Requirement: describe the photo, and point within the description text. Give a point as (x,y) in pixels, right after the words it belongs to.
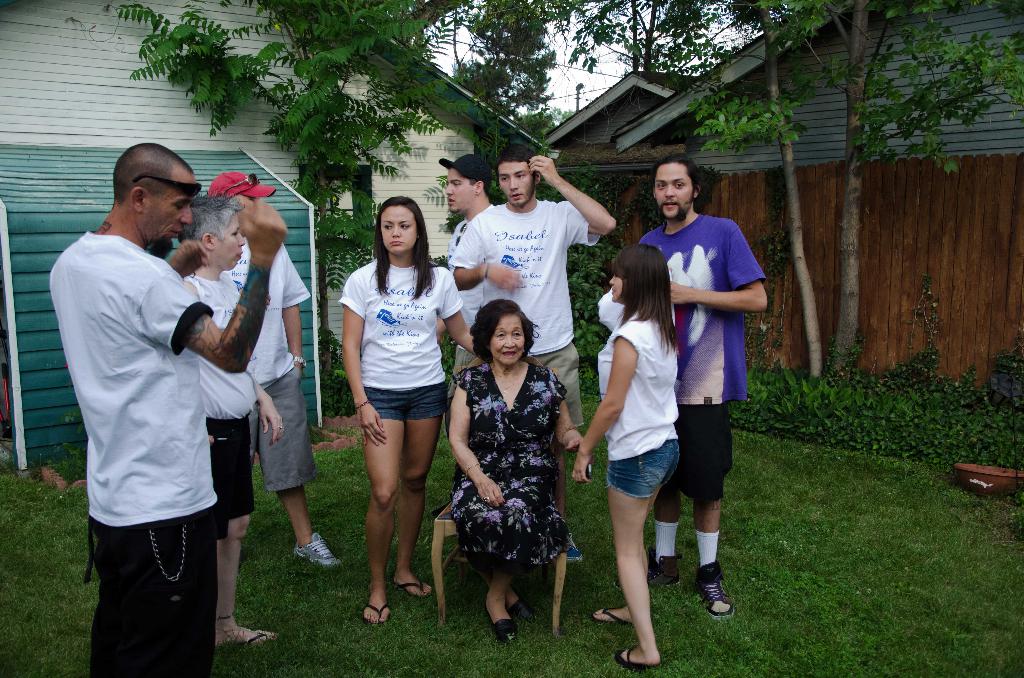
In this image I can see grass ground (900,652) and on it I can see number of people (222,371). I can also see one woman (459,479) is sitting on a chair (443,533) and rest all are standing. I can also see most of people (387,295) are wearing white colour t-shirts (424,341) and two persons (474,211) are wearing caps (248,192). In the background (971,385) I can see number of plants (973,404), few trees (705,104), few buildings (600,104), a pole (578,93), few wires (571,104) and the sky (558,89). On the both sides of the image I can see number of brown colour things (982,466) on the ground (962,499).
